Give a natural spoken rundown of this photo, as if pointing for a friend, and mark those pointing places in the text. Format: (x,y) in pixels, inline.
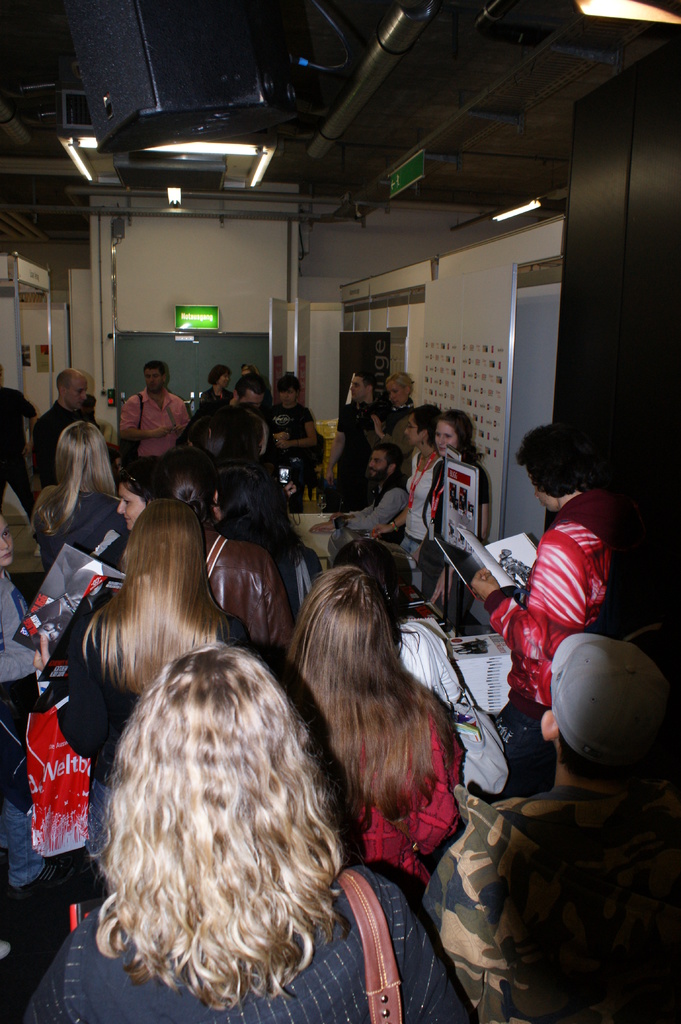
In this image I can see the group of people (331,715) with different color dresses (451,885). I can see one person (558,709) with the cap (585,684) and another person (486,575) holding the book (506,559). In the background (348,385) I can see many boards (296,319). I can see some lights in the top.
